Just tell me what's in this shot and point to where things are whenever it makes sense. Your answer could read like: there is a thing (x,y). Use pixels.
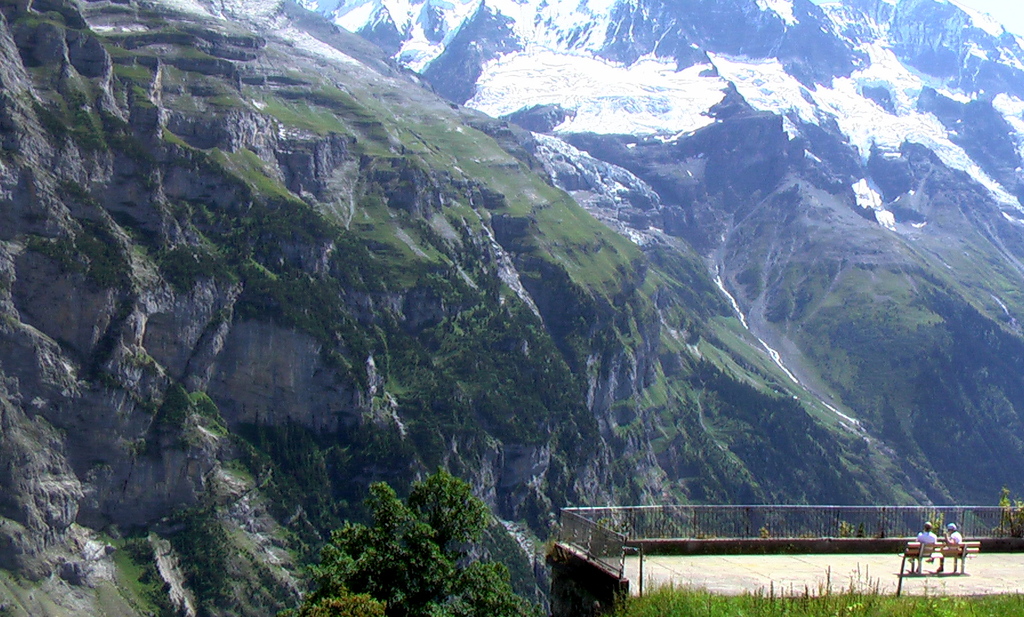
In this image there are two people (920,539) sitting on the bench (931,555), in front of them there is a railing (612,515), there are trees (442,569), grass (933,616) and mountains (699,260).
